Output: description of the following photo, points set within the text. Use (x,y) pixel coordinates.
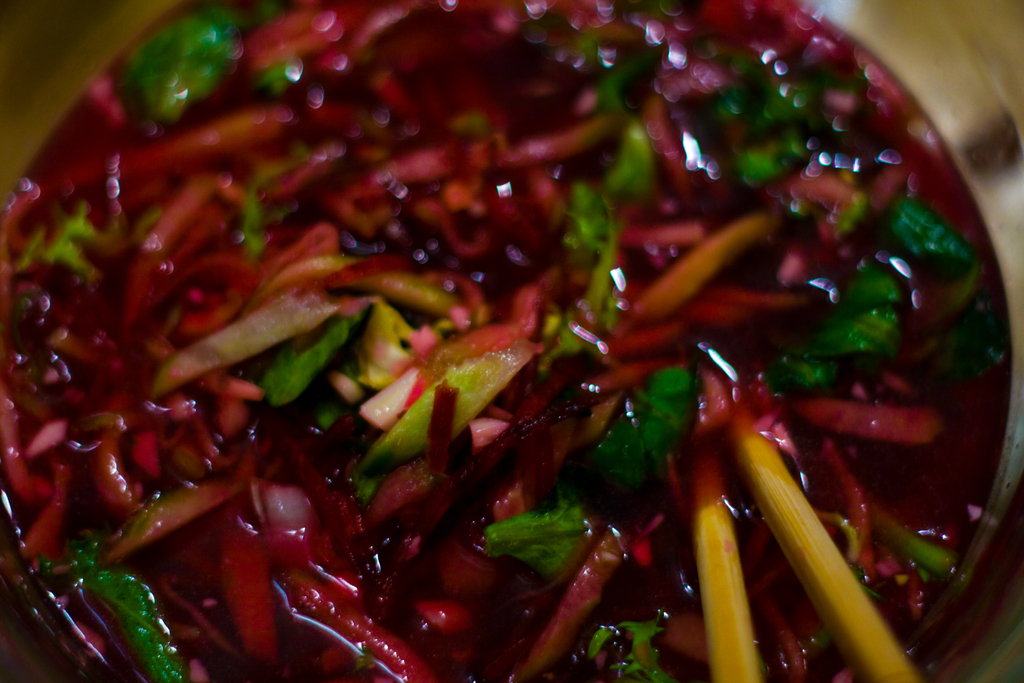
In this image there is a bowl (880,6), in that bowl (868,2) there is a food item (523,245).
